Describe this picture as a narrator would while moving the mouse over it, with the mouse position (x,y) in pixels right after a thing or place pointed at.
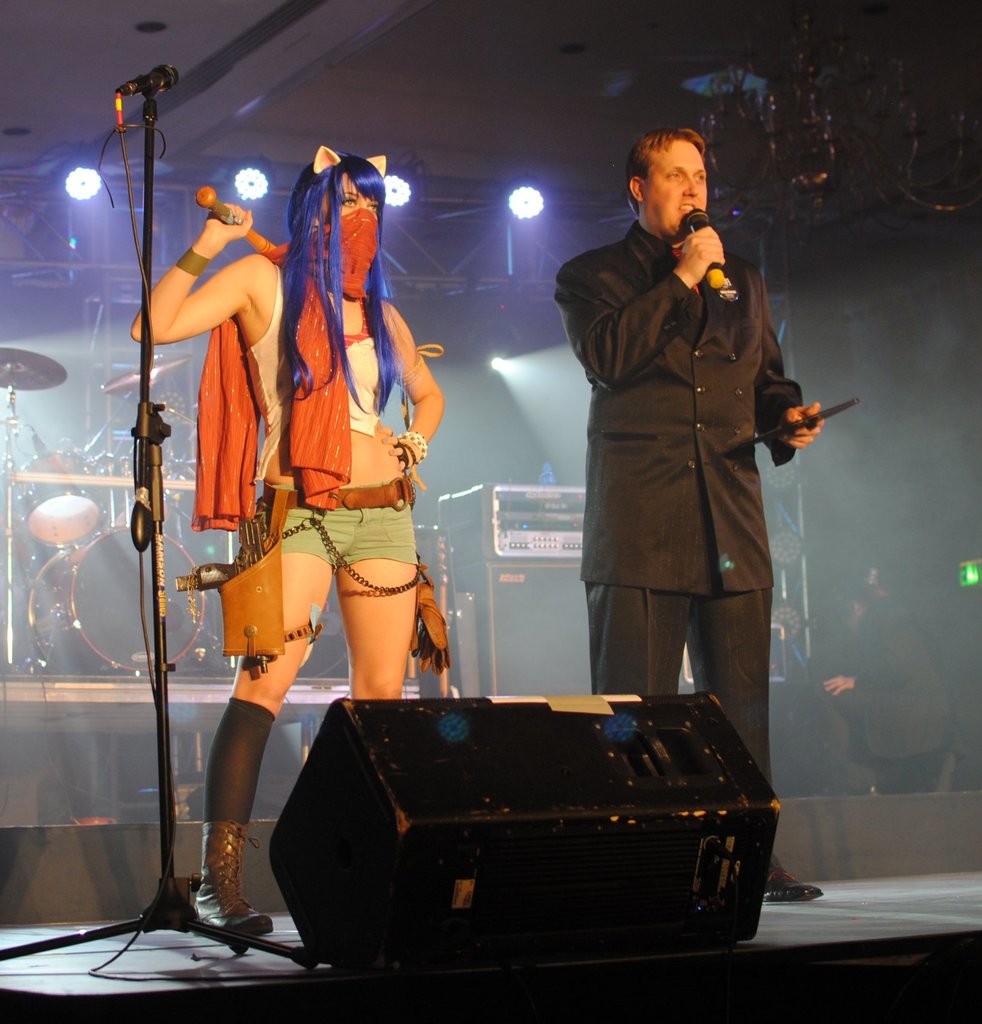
In this image, I can see a man (648,410) and a woman (331,506) with a fancy dress (325,355) are standing on the floor (828,886). At the bottom of the image (480,952), I can see a speaker (469,823). On the left side of the image (169,903), this is a mike (151,79) with a mike stand (167,891). In the background (176,486), I can see the focus lights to the lighting truss (435,242), musical instruments (94,442) and few other objects (519,568). At the top right side of the image (782,174), It looks like a chandelier (761,105). On the right side of the image (932,649), I can see another person (860,719).
